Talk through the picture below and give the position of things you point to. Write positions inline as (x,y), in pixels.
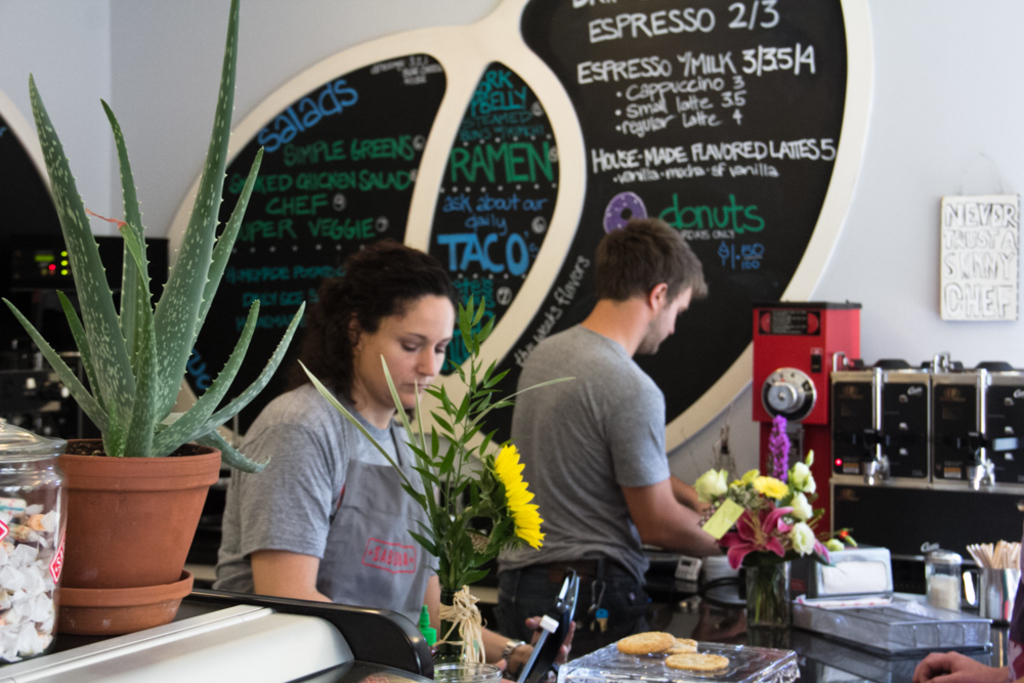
In this picture we can see there are three people (390,426) standing and in front of the people (312,417) there are tables (800,649) and on the tables (679,598) there are flower vases (714,526), transparent boxes (608,646), houseplant (120,574), jar (20,483) and some objects (641,634). Behind the people (595,548) there are some machines (793,385) and a wall (931,138) with boards (761,226).
